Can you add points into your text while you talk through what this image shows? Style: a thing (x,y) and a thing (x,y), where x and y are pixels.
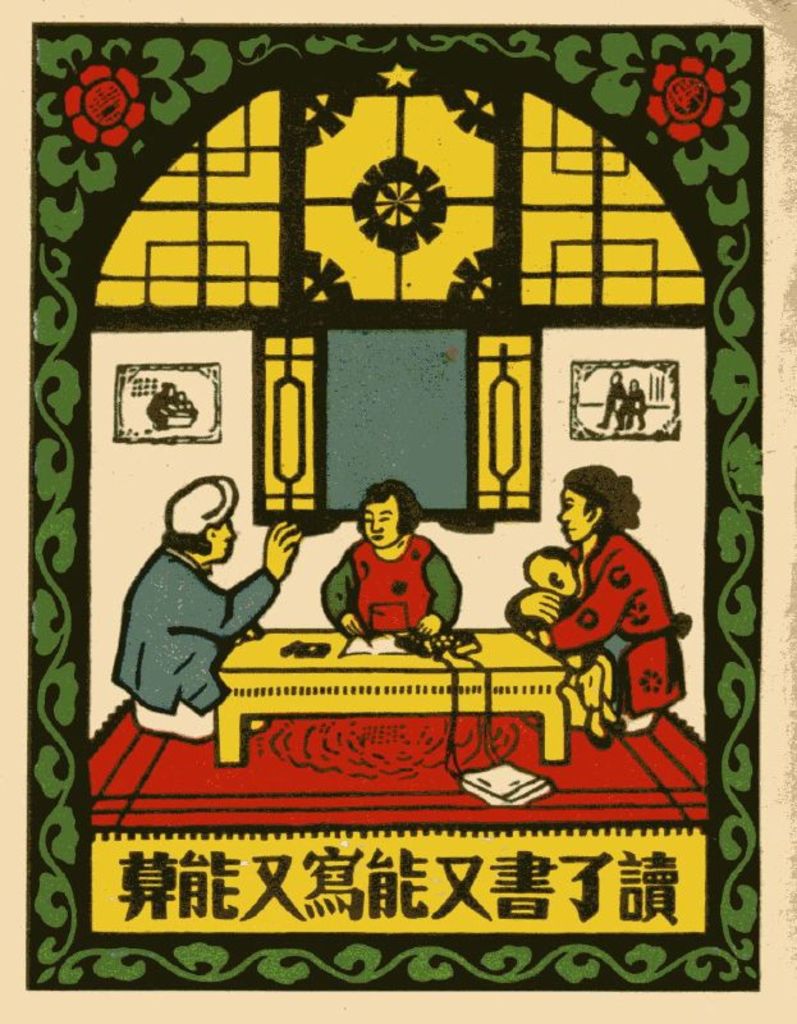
Here in this picture we can see some sort of logo (95,103) printed over a place (288,626), in which we can see some people (561,589) sitting on the floor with table (336,676) in between them.
